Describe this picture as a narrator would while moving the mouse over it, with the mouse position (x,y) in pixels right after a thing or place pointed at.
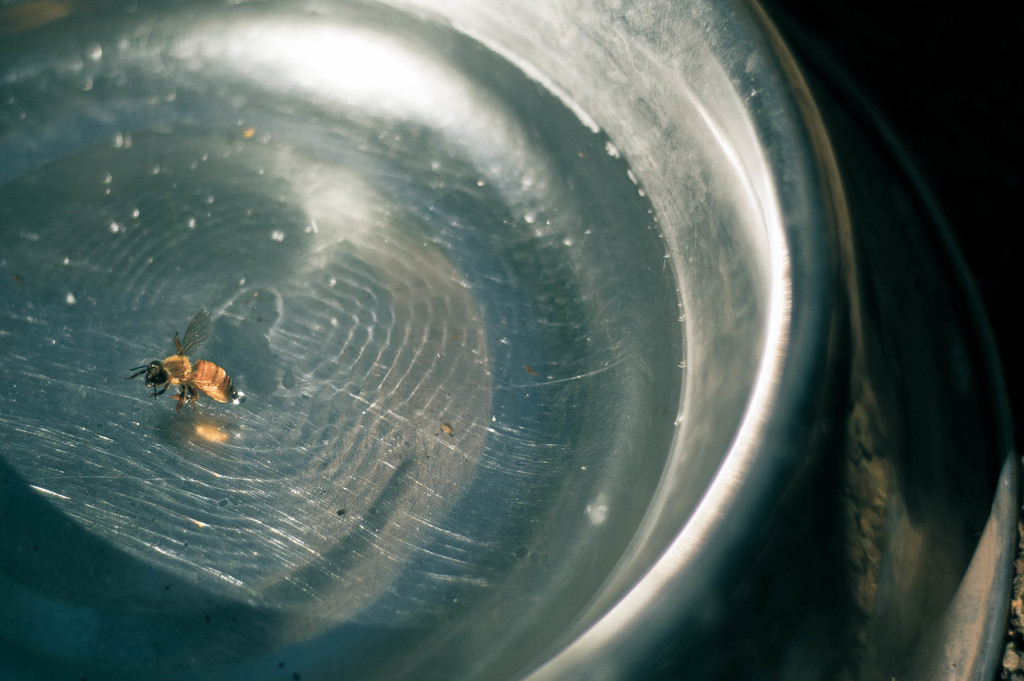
In this image I can see an insect (156,379) which is in black and brown color. It is in the steel bowl (353,406).
